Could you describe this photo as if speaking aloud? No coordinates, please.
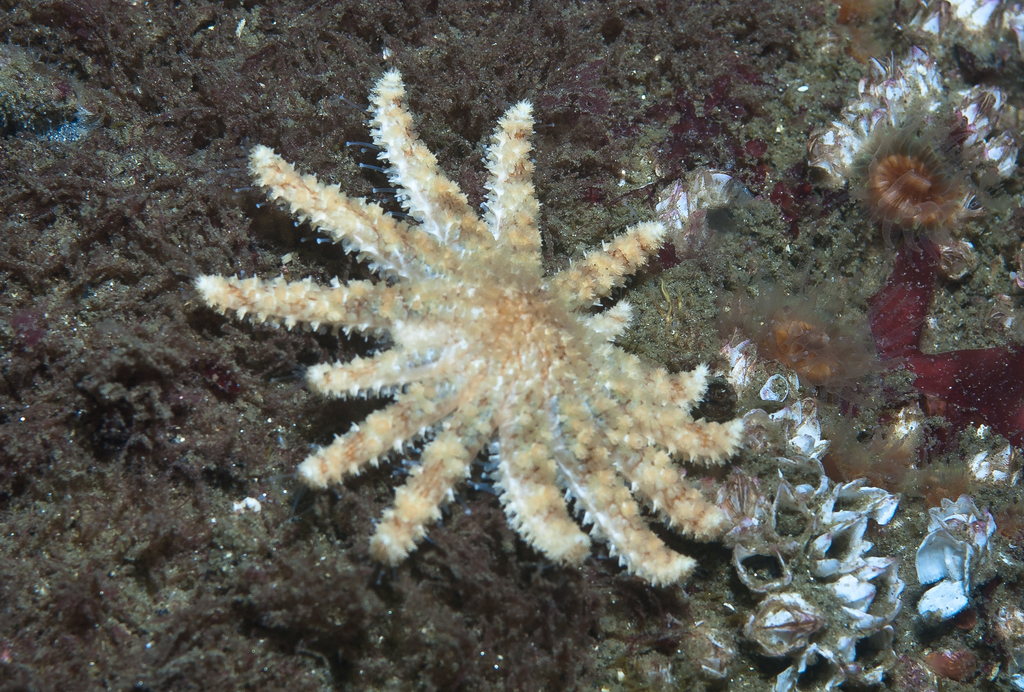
This picture is consists of marine biology.
